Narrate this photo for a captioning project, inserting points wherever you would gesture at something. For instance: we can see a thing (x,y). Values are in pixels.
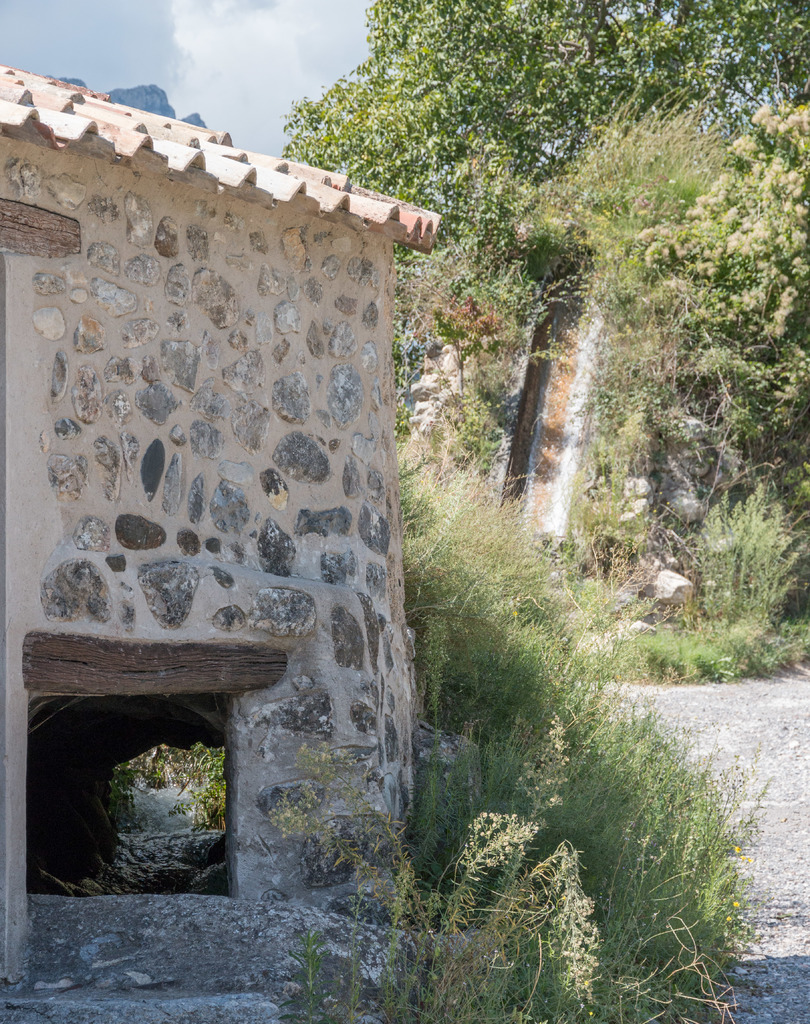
In this picture we can see a shed (70,780), plants (743,636) on the ground (650,698), rocks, trees (513,121) and in the background (198,70) we can see the sky (198,27).
